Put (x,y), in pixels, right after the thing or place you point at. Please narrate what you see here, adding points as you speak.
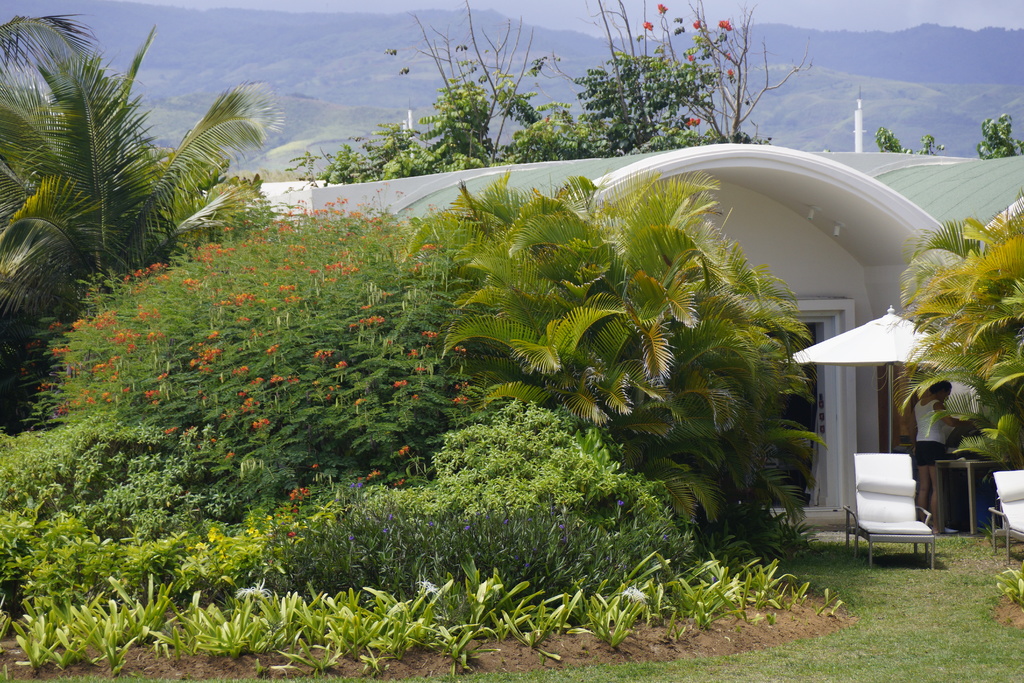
In this image in the front (810,655) there's grass (757,659) on the ground (644,672). In the center (586,404) there are plants (511,537) and in the background (332,192) there are trees (23,298), there is a house (796,226) and there are mountains (933,56).
